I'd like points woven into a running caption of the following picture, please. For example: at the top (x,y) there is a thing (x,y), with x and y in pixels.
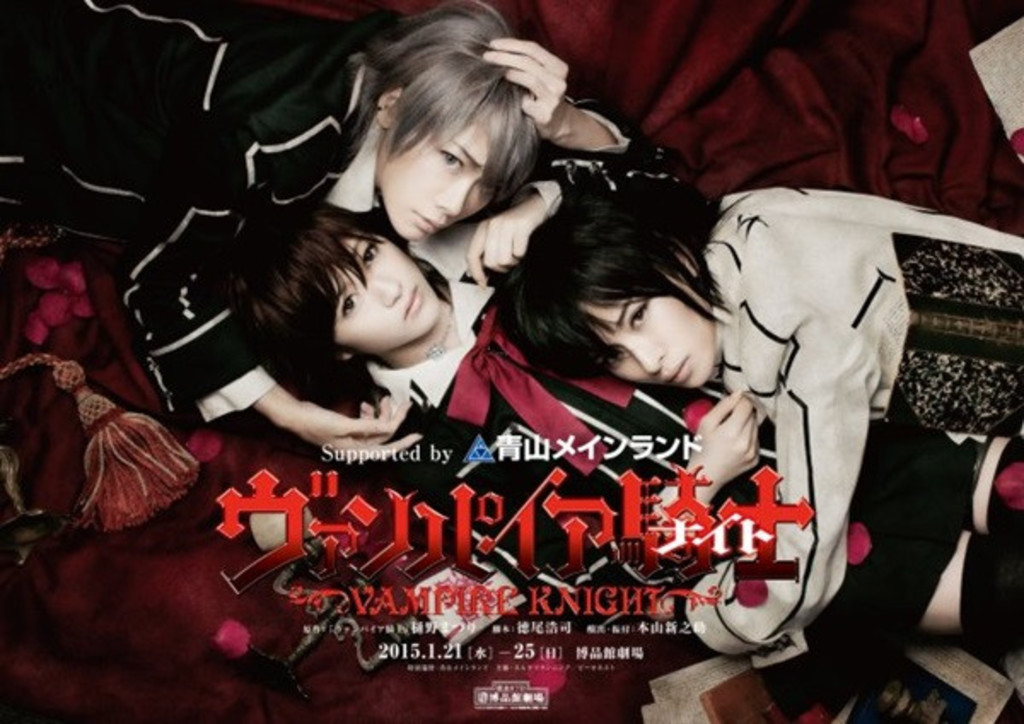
This is an edited image in which there are persons (718,278) lying and there is some text (575,534) written on it.
